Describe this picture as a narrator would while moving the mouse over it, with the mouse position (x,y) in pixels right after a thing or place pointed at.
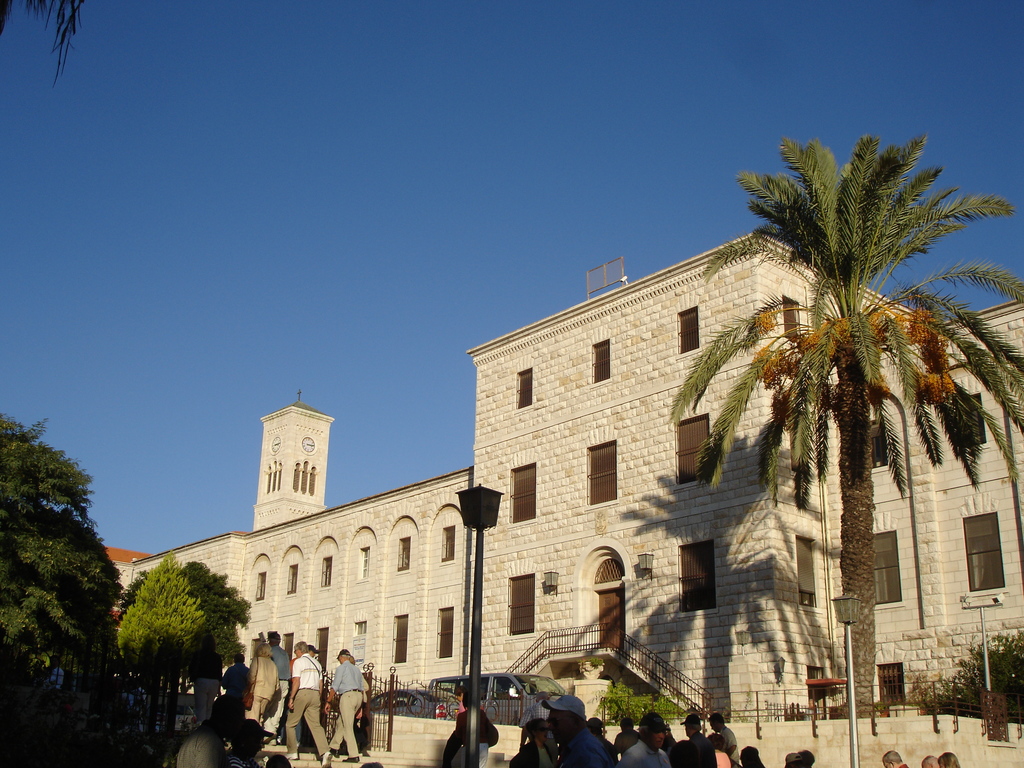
this is a building (732,367) with a stairs (536,668) to enter into the building (500,641) and we see people (306,646) moving sidewalk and trees (32,636) around.
